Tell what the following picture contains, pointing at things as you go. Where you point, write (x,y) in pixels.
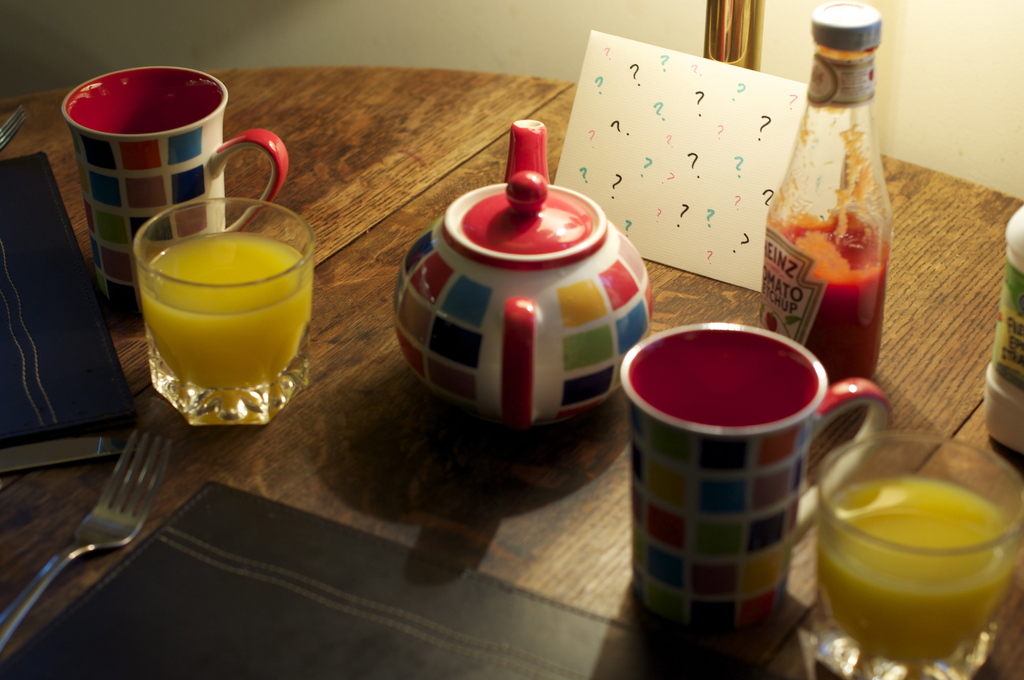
In this image I can see a fork (109,520), glass (192,295), flask (462,314), bottle (840,264), cup (758,519) and a book (58,361) on the table (429,181).
